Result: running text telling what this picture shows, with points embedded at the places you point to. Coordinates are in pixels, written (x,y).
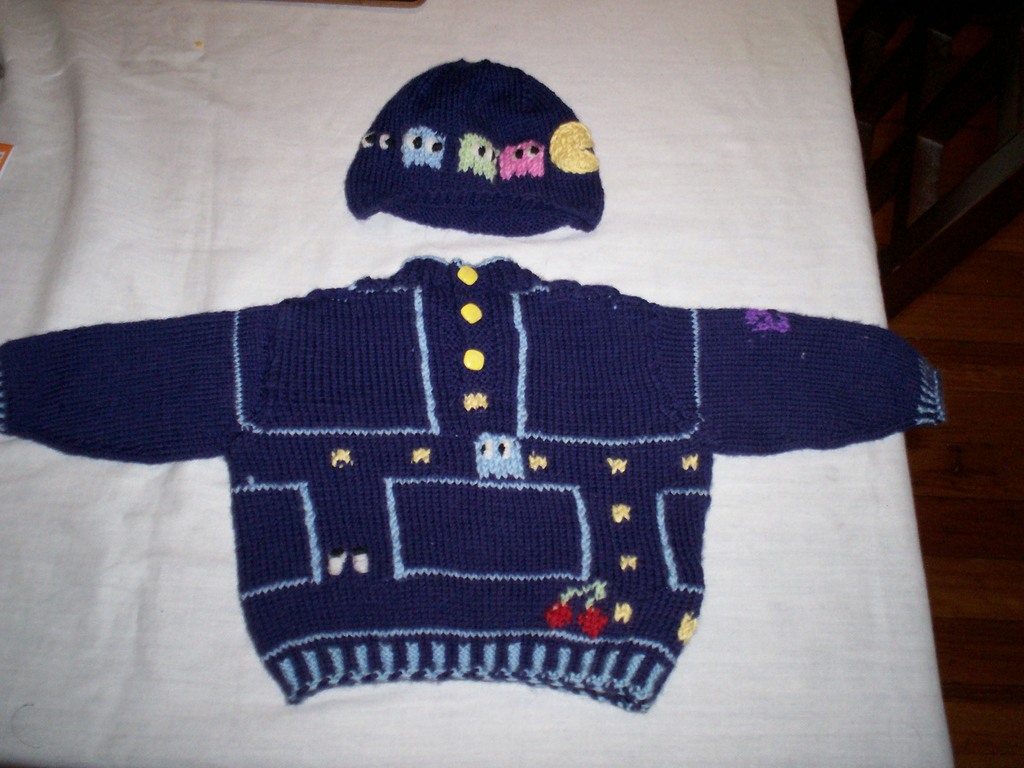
In this picture there is a sweater (521,447) and there is a cap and there are objects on the table (834,130) and the table (834,130) is covered with white color cloth (497,59). On the right side of the image (891,250) it looks like a chair (967,94). At the bottom (955,637) there is a floor (957,570).
